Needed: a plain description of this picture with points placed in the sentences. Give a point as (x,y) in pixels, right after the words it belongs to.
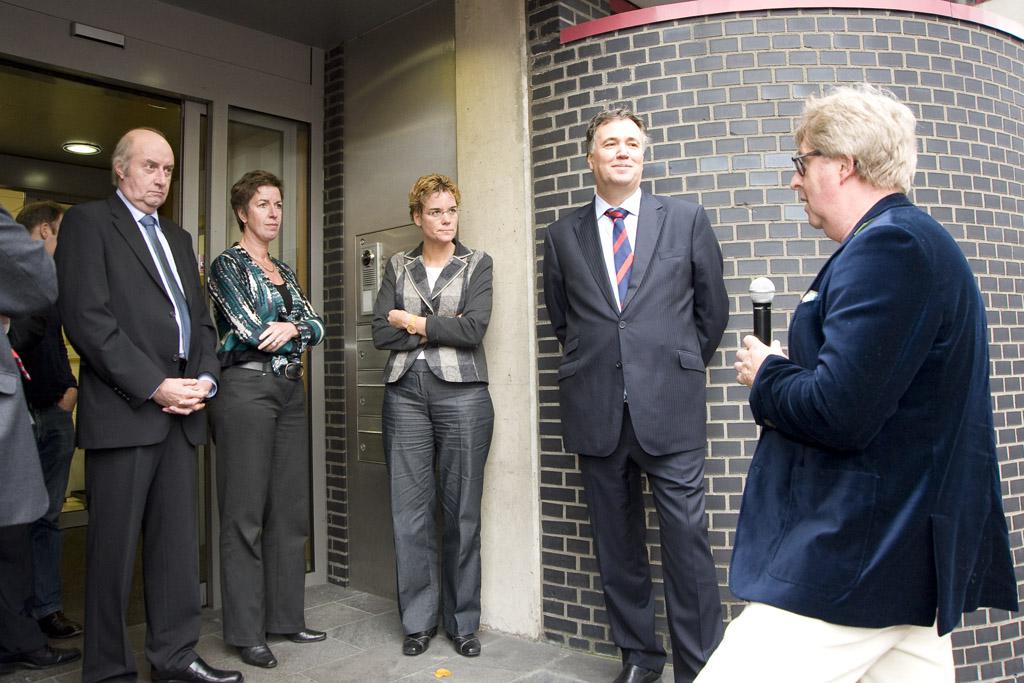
In this image I can see there are few persons (722,283) visible in front of door (289,153), on the right side (768,355) person (768,355) holding a mike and there is a light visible attached to the roof (36,122) on the left side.
